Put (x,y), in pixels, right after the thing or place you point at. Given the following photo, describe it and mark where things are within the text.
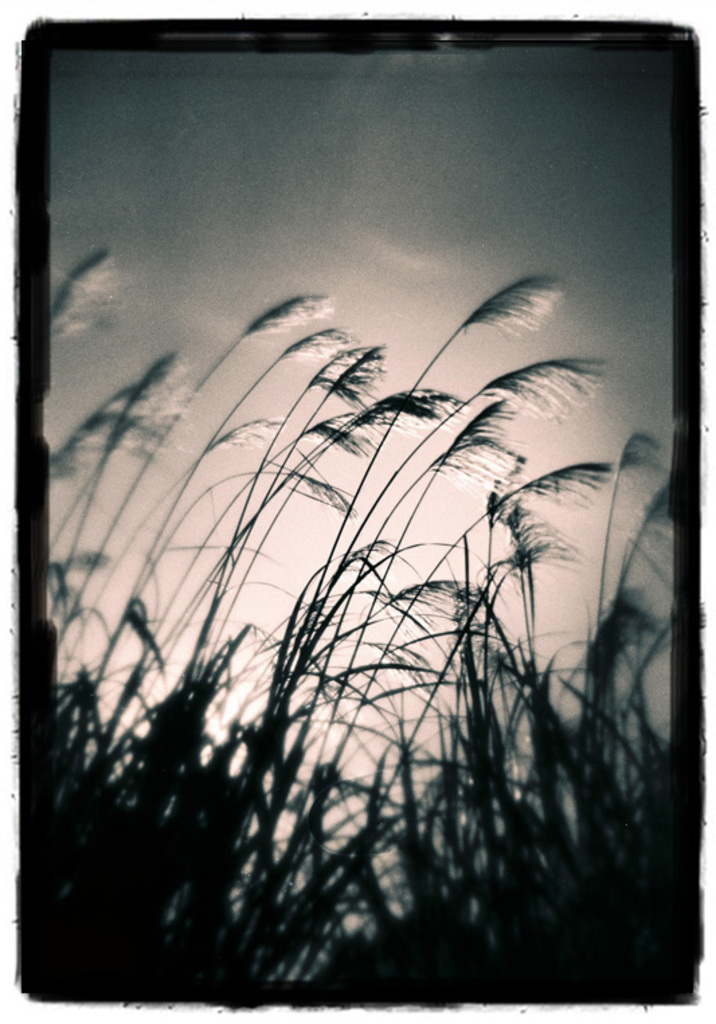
In this image we can see some plants (347,510), and the sky (262,160), and the borders (695,792) are black in color.
